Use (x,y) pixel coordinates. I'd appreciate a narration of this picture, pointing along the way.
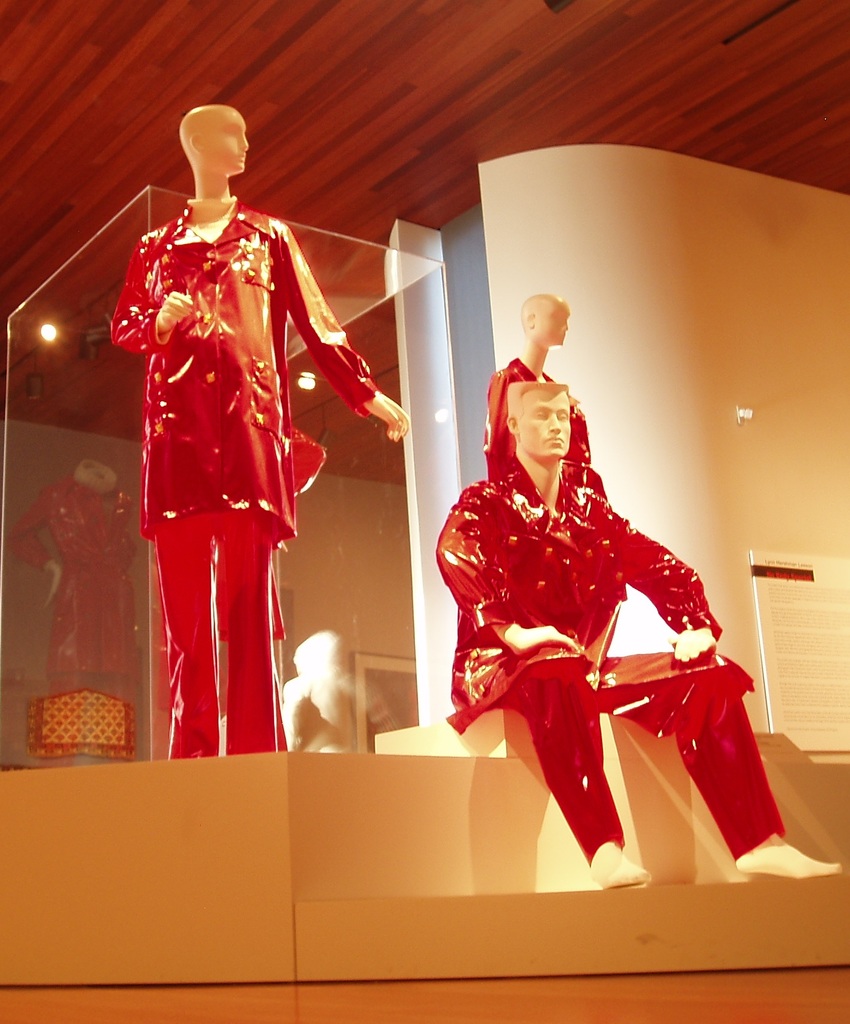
In this image we can see the mannequins (574,657) on the surface (627,769). We can also see a board (801,604), photo frame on a wall (349,664), a glass container (347,627) and a roof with some ceiling lights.
